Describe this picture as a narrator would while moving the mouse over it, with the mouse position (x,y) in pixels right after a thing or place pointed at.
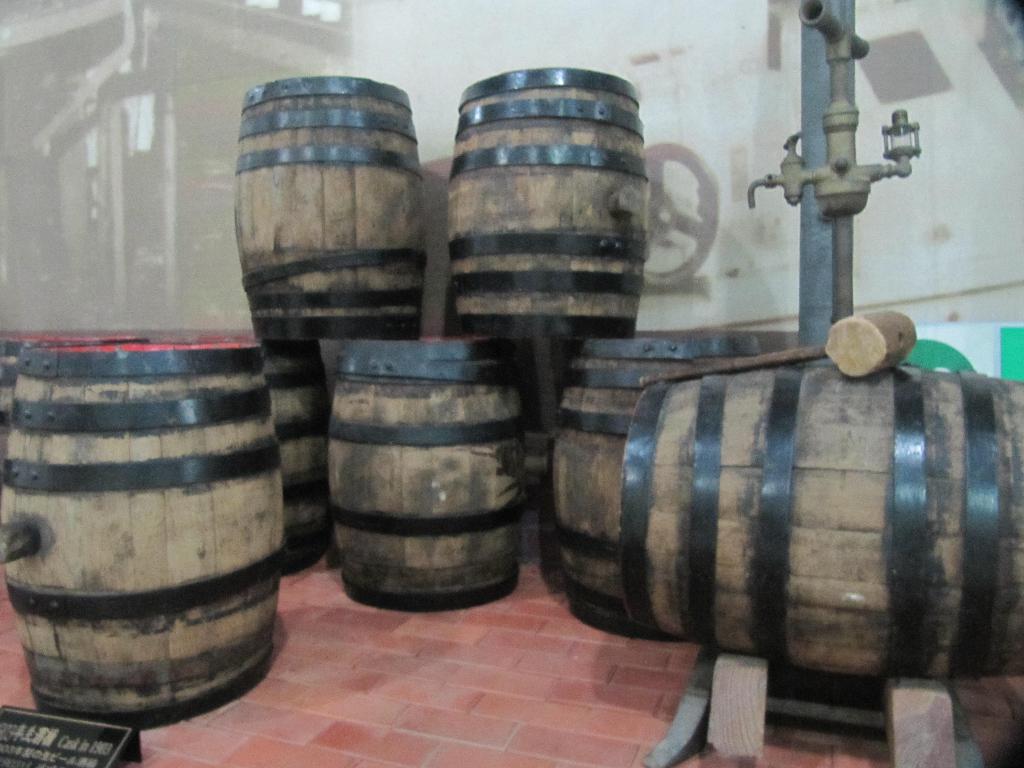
In this image, we can see wooden barrels (608,568) are placed on the surface (415,716). Here we can see a name board (53,748). Top of the image (847,253), there is a rod (845,247) with tap (803,169). Background (700,65) there is a wall (713,132).
